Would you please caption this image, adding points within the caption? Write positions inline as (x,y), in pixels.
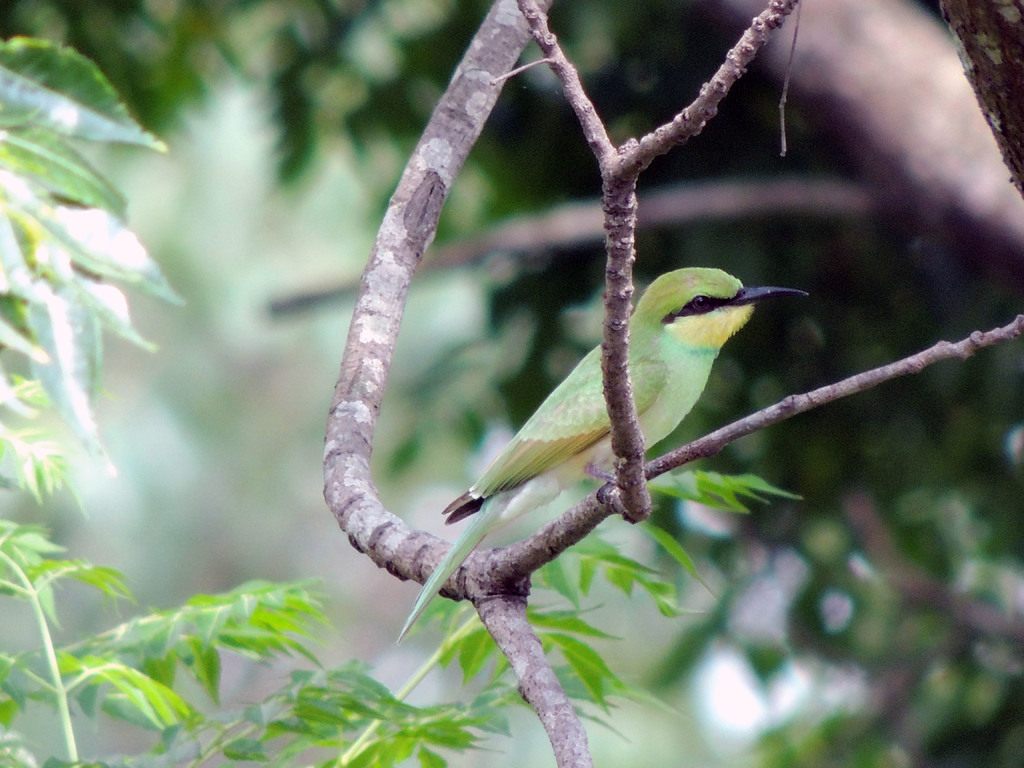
In the middle (551,426) I can see a bird (487,530) is sitting on the branch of a tree (660,460). In the background (481,362), I can see trees (779,301). This image is taken may be in the forest (473,628).
